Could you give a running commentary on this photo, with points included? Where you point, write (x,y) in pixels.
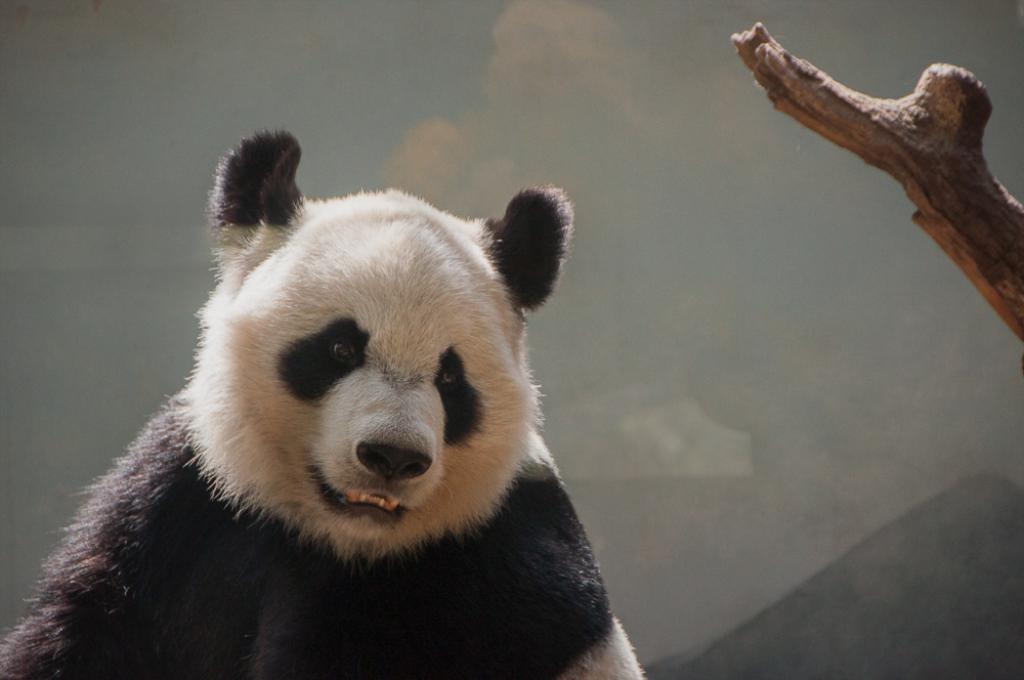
It is a bear (395,492) which is in black and white color. On the right side (886,148) it is a branch (884,129) of a tree (919,147).
